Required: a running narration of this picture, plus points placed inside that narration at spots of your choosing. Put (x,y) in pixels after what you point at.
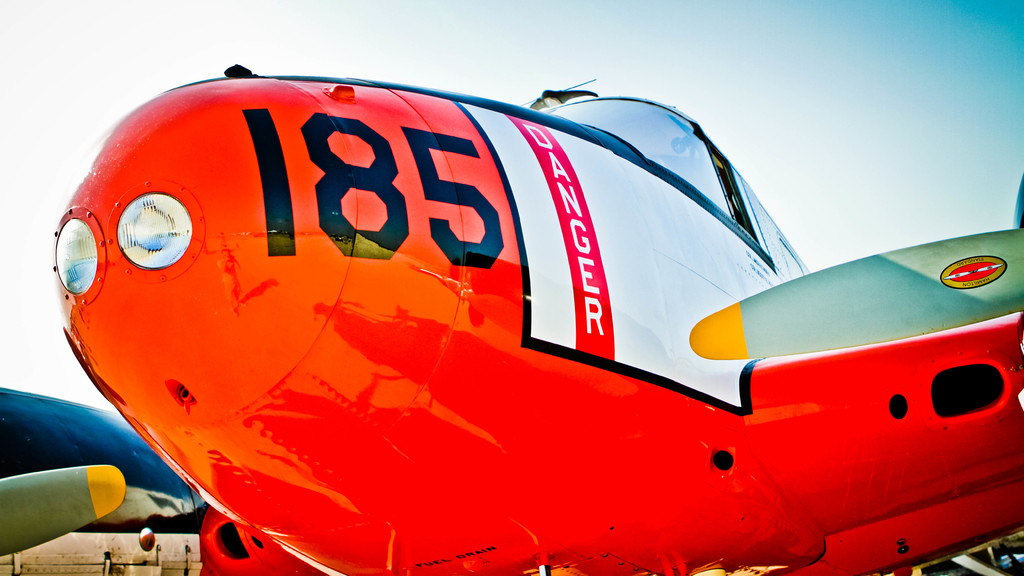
This is the picture of a place where we have a plane (360,367) which is in red color and something written on it and around there are some other planes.
